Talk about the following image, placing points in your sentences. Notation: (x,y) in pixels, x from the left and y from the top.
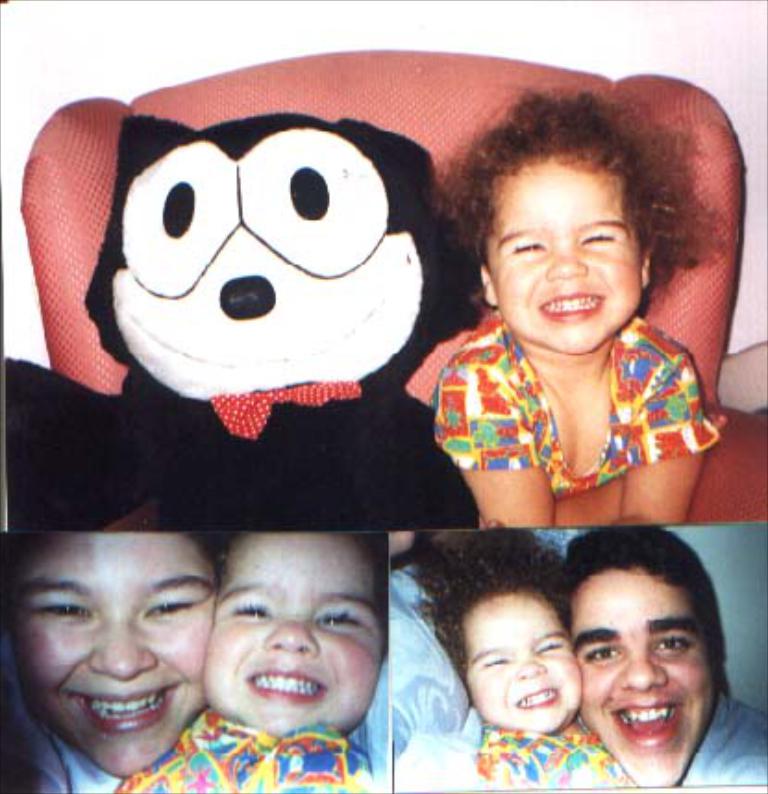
This image consists of three persons (538,465). It looks like it is edited and made as a collage. And we can see a teddy (222,436) in black color. In the background (147,38), there is a wall (150,12). The girl (577,406) is sitting in a sofa (728,515).
